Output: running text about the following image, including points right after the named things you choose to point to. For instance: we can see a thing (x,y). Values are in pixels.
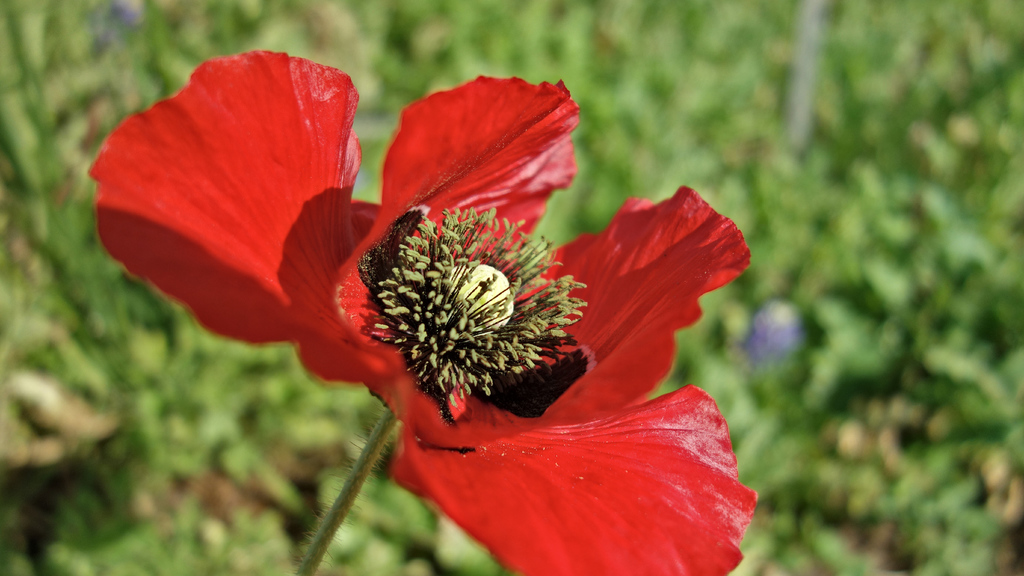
In this picture we can see a red color flower (434,407) here, we can see pollen grains (456,319), there is a blurry background (787,284) here.
